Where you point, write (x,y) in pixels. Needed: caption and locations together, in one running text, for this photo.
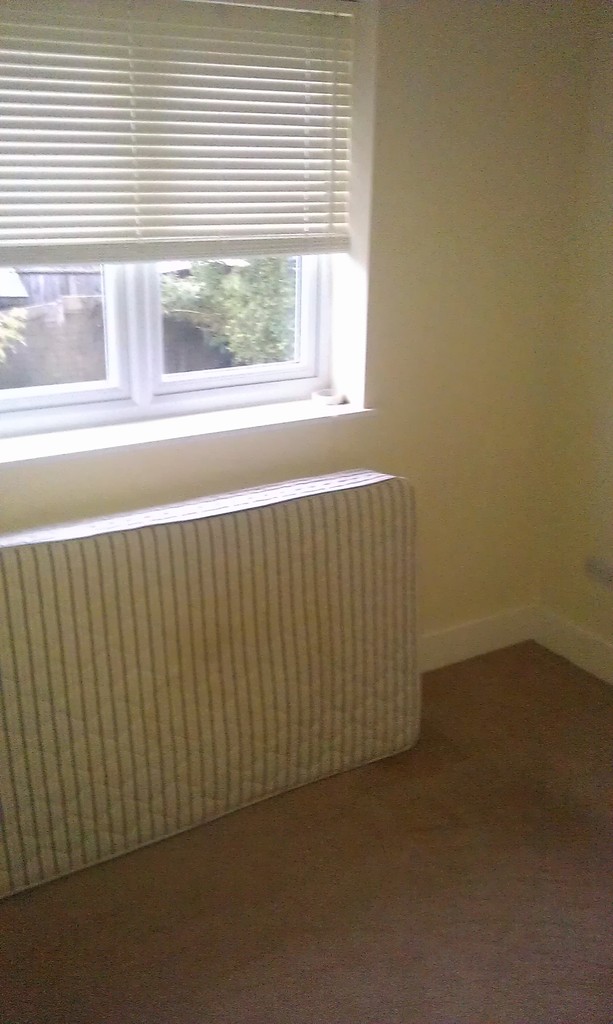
This picture is an inside view of a room (374,873). In this picture we can see window (212,391), curtain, wall (549,492), mattress (242,642), floor (249,829). Through window (151,342) we can see trees (18,325), wall (65,328).
